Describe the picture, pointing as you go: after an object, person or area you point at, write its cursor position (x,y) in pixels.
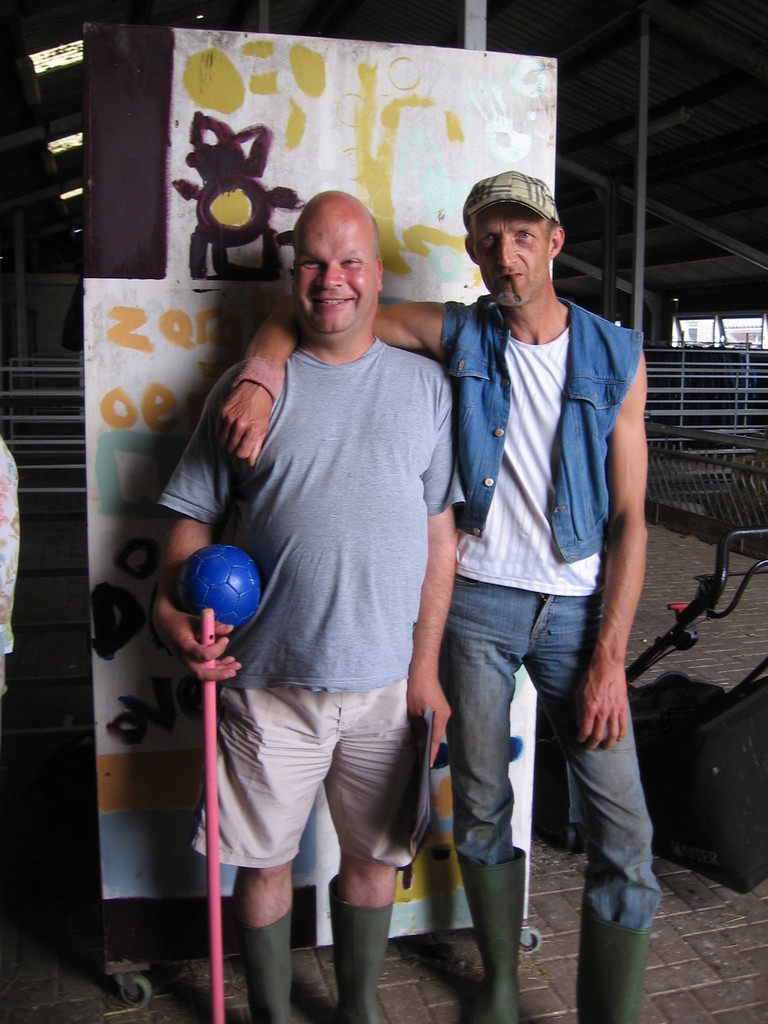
In this image in the center (258,436) there are two persons (538,614) who are standing. On the left side (249,774) there is one person (268,780) who is standing and he is holding a stick (205,635) and ball (227,586) and on the background (623,91) there is a ceiling (371,19) and some boards (161,310) are there.
